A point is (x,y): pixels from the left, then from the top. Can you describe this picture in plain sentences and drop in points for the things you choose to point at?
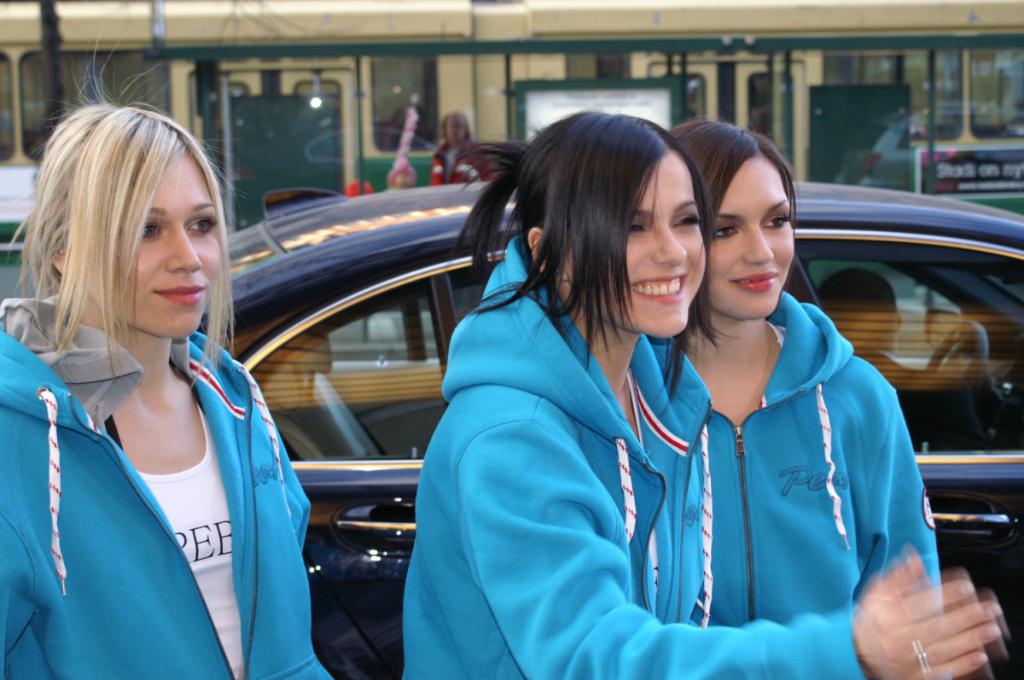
Here I can see three women (267,468) wearing blue color jackets (279,464), smiling by looking at the right side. At the back of these people (662,450) there is a car (342,416). In the background (488,75) there is a train (381,67).
